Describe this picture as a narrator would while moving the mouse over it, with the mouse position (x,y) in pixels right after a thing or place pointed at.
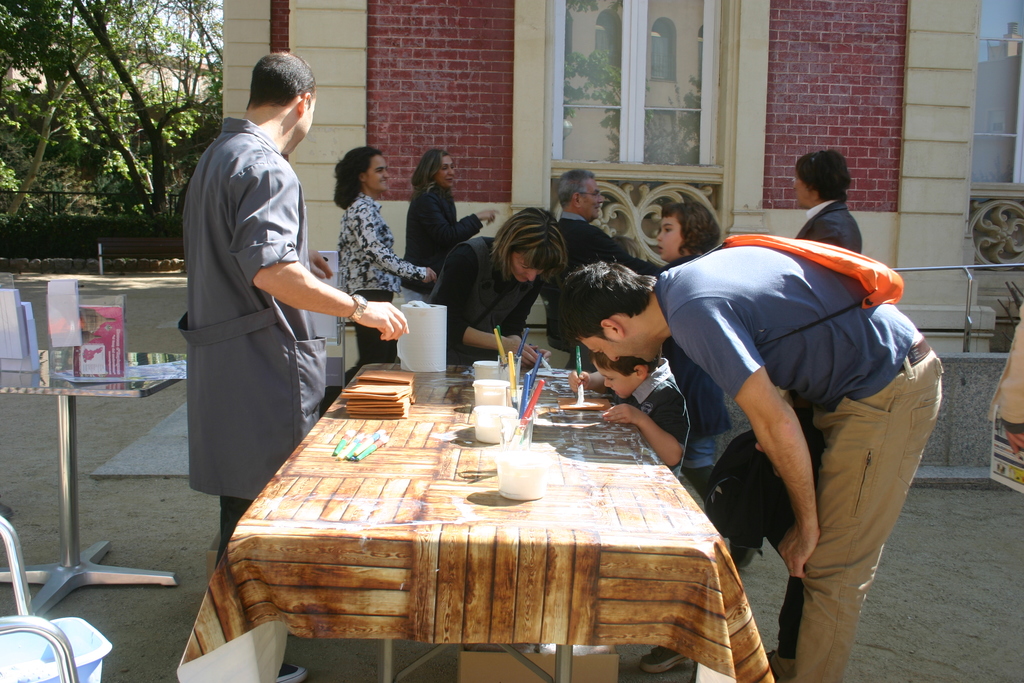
In this image there are people (486,338) and tables (468,549) on that table (429,514) there are bowls (493,403), pens (519,416) and papers (53,317), in the background (121,79) there are trees (119,70) and a house (799,95).
